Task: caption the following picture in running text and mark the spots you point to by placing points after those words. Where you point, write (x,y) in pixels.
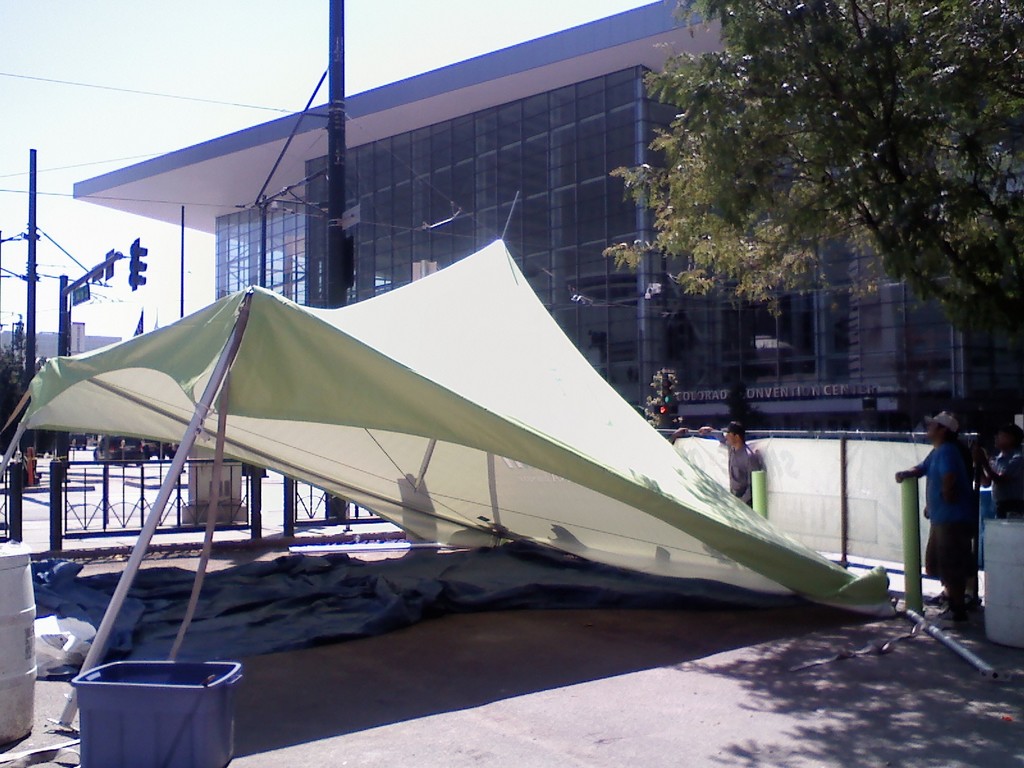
In the foreground of the picture (552,404) there are tent (352,460), drums (6,613), dustbin (208,691), cloth (216,617), railing (133,512), poles (762,497) and people (1015,471) standing. On the right (987,181) there is a tree (822,124). In the center of the picture (343,257) and towards left (30,357) there are current poles (337,62), trees (20,369), cables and signal lights (662,395). In the background (391,179) there is a building (543,207). It is sunny.
